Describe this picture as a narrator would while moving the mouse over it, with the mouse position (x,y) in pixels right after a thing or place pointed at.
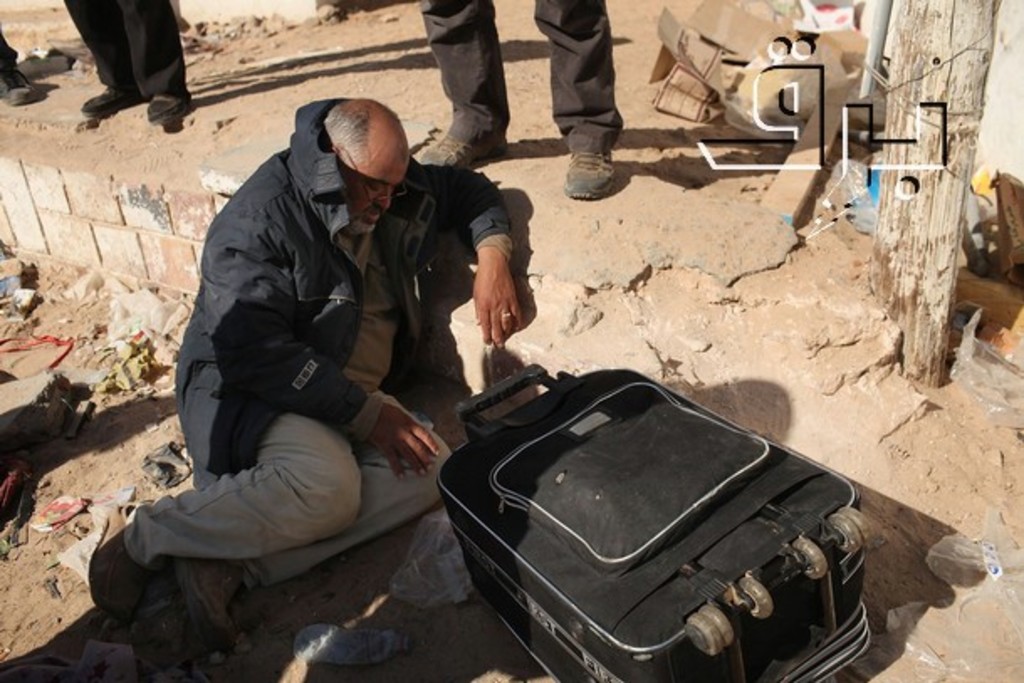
In this image I can see a person (259,366) wearing black colored jacket (235,284) and cream colored pant (273,517) is sitting on the floor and a black colored travel bag (611,511) in front of him. In the background (928,280) I can see a wooden pole (946,231), few persons (159,39) standing and few other objects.
